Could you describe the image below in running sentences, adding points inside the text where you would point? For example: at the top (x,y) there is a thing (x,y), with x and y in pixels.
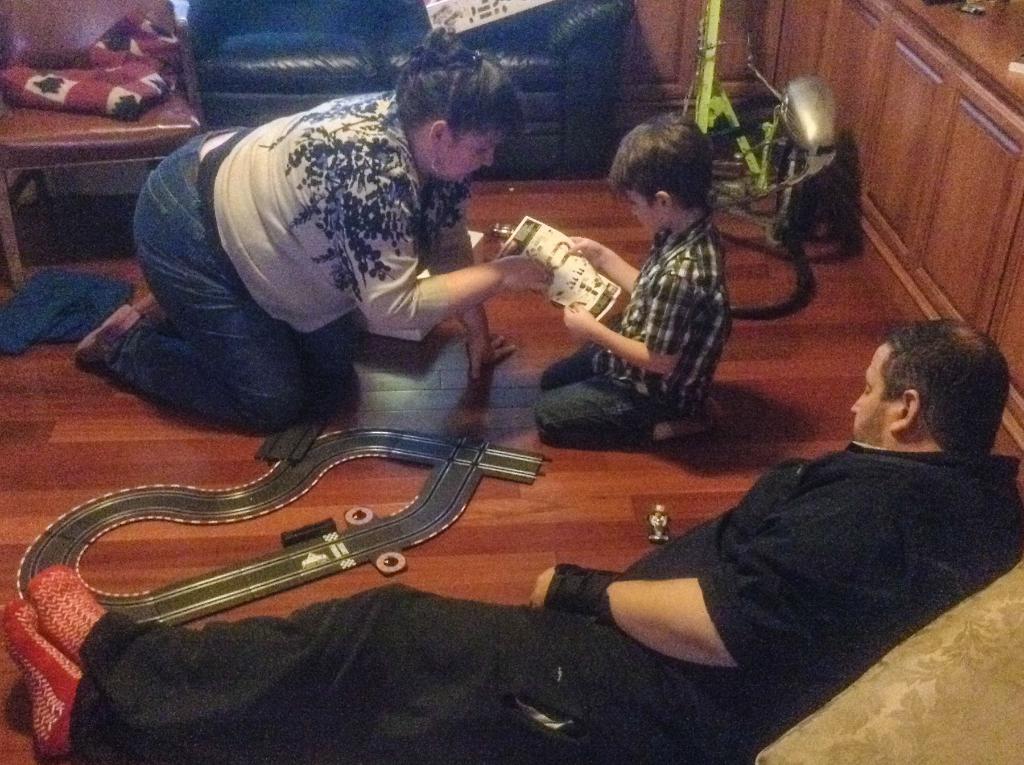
In the center of the image (603,366) we can see people (603,366) sitting on the floor (760,427). There are toys (448,470). The boy (616,441) sitting in the center (546,441) is holding a paper (581,269) in his hand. In the background (37,136) there are sofas (535,39), cushions (52,70). On the right (928,56) there are cupboards (890,208).
